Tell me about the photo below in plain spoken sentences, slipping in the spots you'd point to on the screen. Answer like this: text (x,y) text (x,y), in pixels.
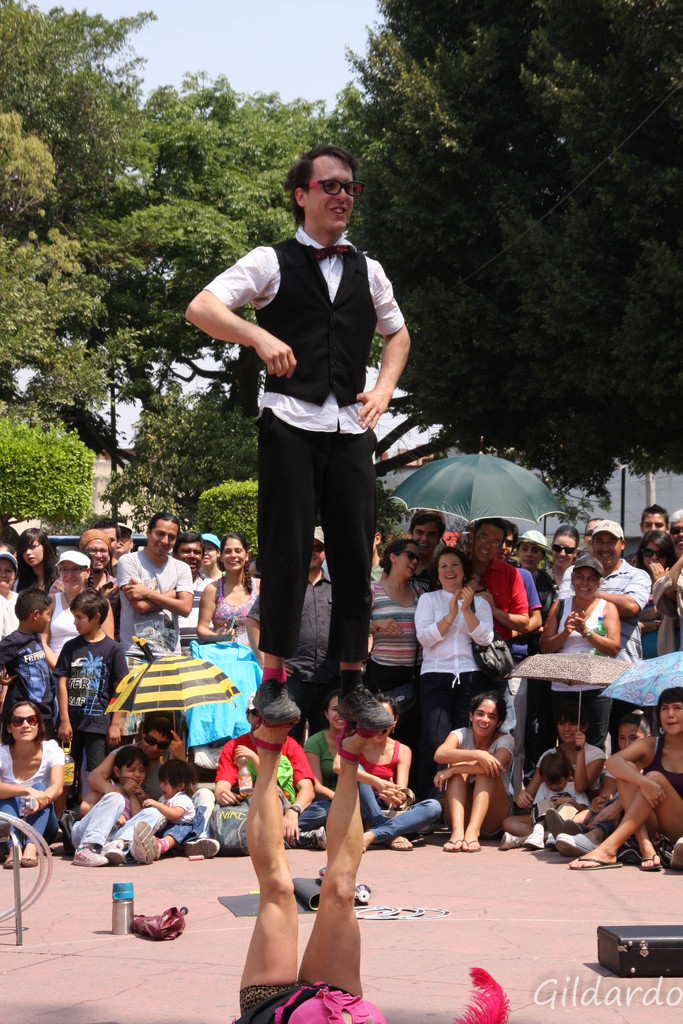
In this image there are many people (278,580). In the foreground (344,887) there is a person (266,946) lying and lifting his legs (277,957). There is another person (348,688) standing on those legs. Behind them there are people (85,564) standing and a few people (303,795) sitting on the floor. In the background (136,369) there are trees (233,155). At the top (206,17) there is the sky (215,5). In the bottom right (628,996) there is text (597,984) on the image. There are mats (319,884), a box (610,949) and a bottle (123,899) on the ground (96,896).
